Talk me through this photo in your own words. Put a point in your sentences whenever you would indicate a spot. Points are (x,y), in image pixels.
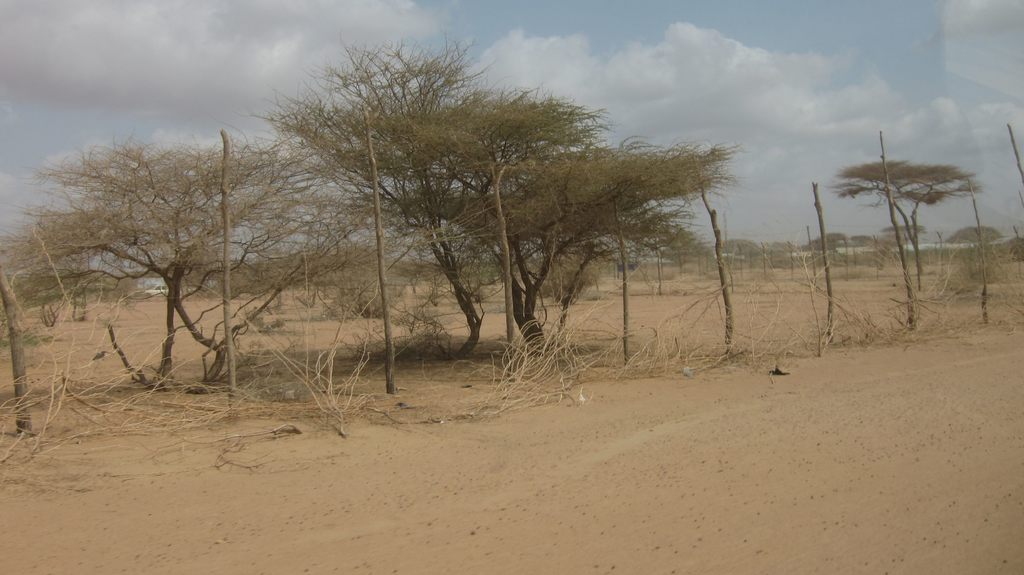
In the picture there is a land (181,383) and on the land (963,351) there are wooden sticks (545,350) and trees (603,228).
